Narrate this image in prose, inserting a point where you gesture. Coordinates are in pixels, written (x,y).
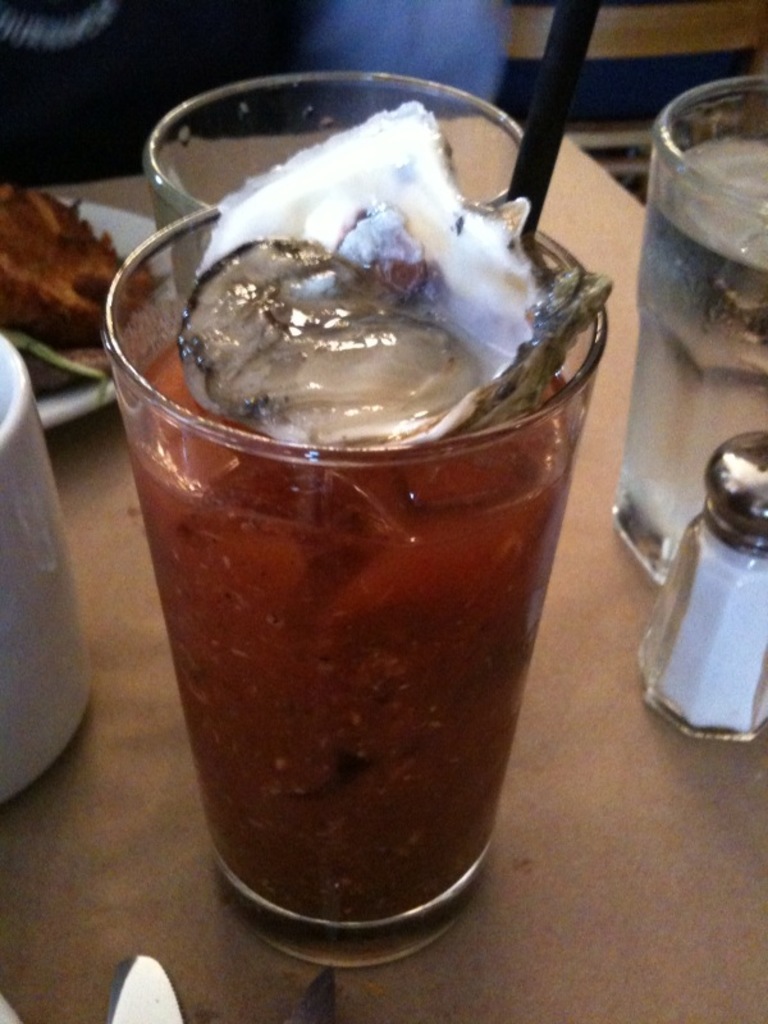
In this image there is a wooden object (260,959) towards the bottom of the image (606,788) that looks like a table (575,205), there are glasses (513,118), there is the drink (502,507) in the glass (423,757), there is a straw (564,62) towards the top of the image (565,73), there is a salt shaker (706,549) towards the right of the image (748,461), there is a plate (100,403) towards the left of the image (0,232), there is food (36,230) on the plate (99,381), there is an object (48,553) towards the left of the image (41,615), there are objects (163,990) towards the bottom of the image (116,1014), there are objects (418,66) towards the top of the image (472,74).
